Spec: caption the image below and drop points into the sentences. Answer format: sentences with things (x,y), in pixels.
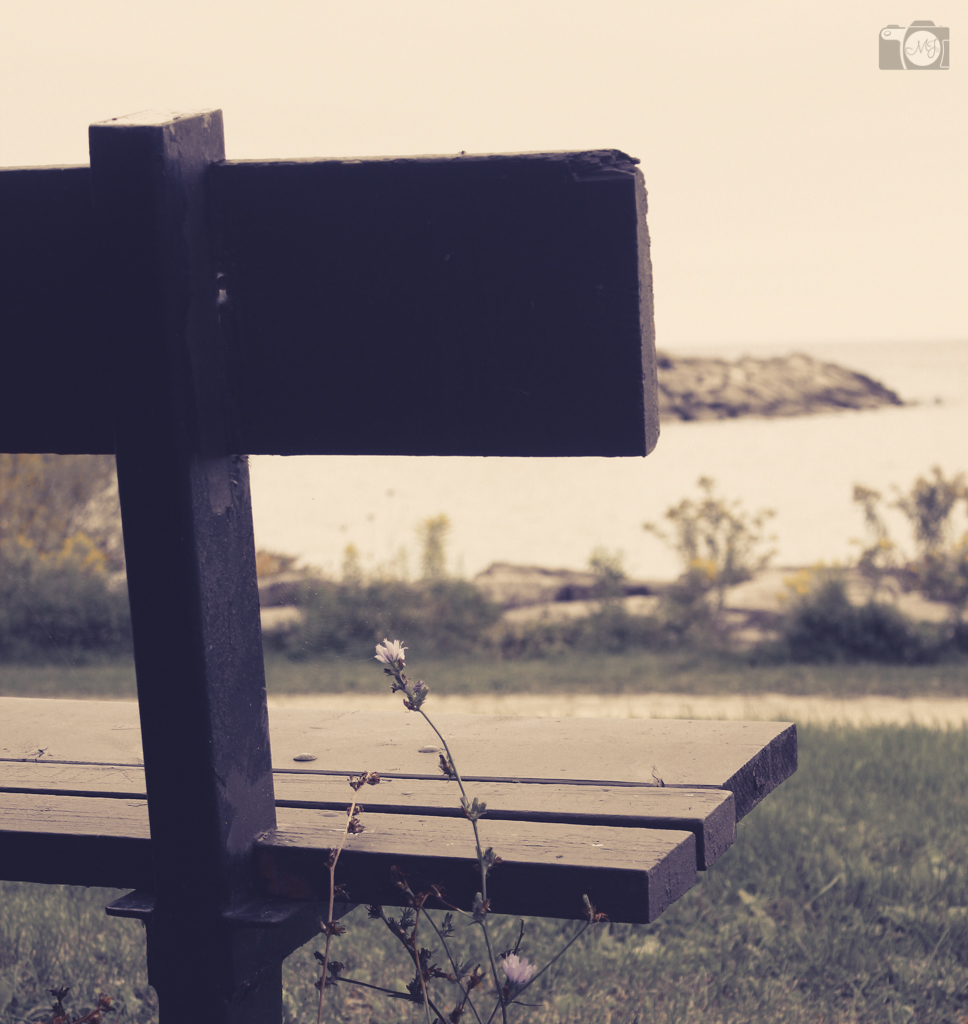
In this image there is a wooden bench (384,812). Image also consists of plants (796,590) and also grass (857,920). There is logo (905,38) at the top (909,50).
